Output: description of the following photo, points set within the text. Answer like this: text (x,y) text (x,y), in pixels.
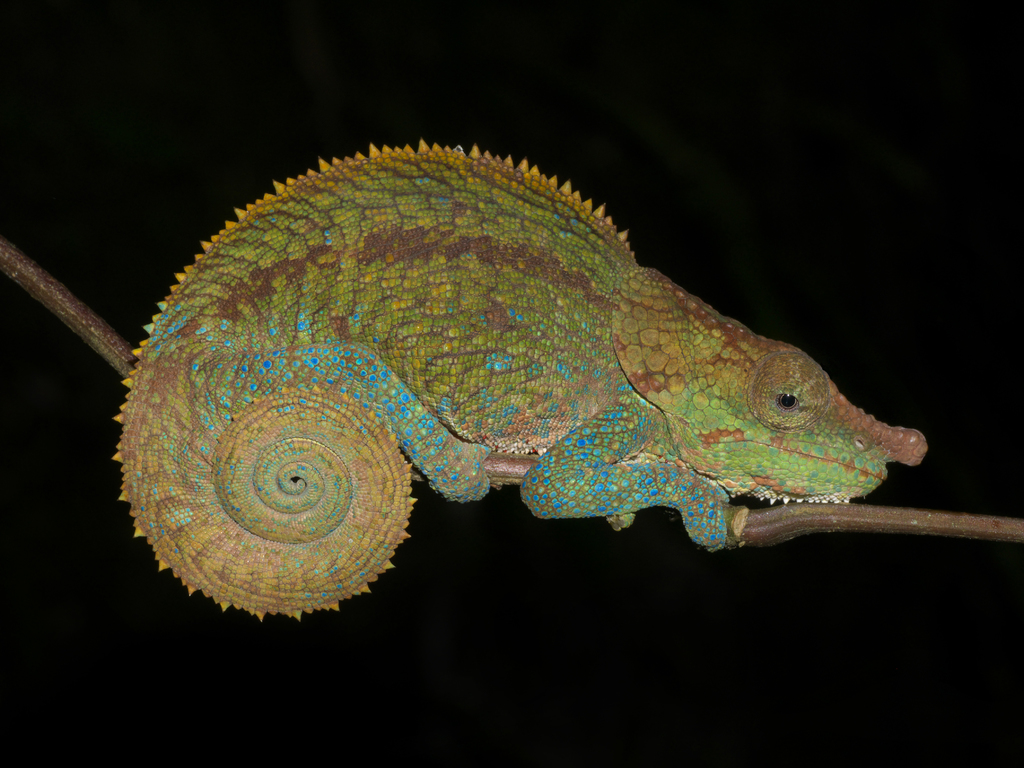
In this picture we can see a reptile (597,362) and there is a dark background (915,59).
